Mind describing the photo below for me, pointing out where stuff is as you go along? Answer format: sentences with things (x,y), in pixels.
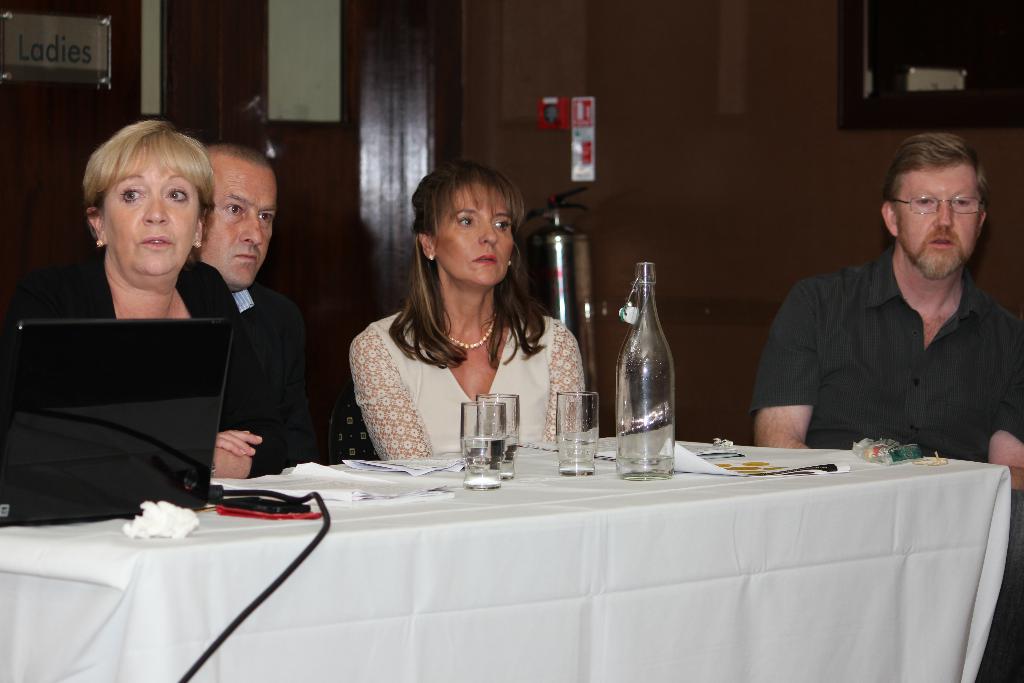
There are a four people (432,447) who are sitting on a chair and looking at someone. This is a table (538,526) where a glass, a bottle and a laptop (210,414) are kept on it.
